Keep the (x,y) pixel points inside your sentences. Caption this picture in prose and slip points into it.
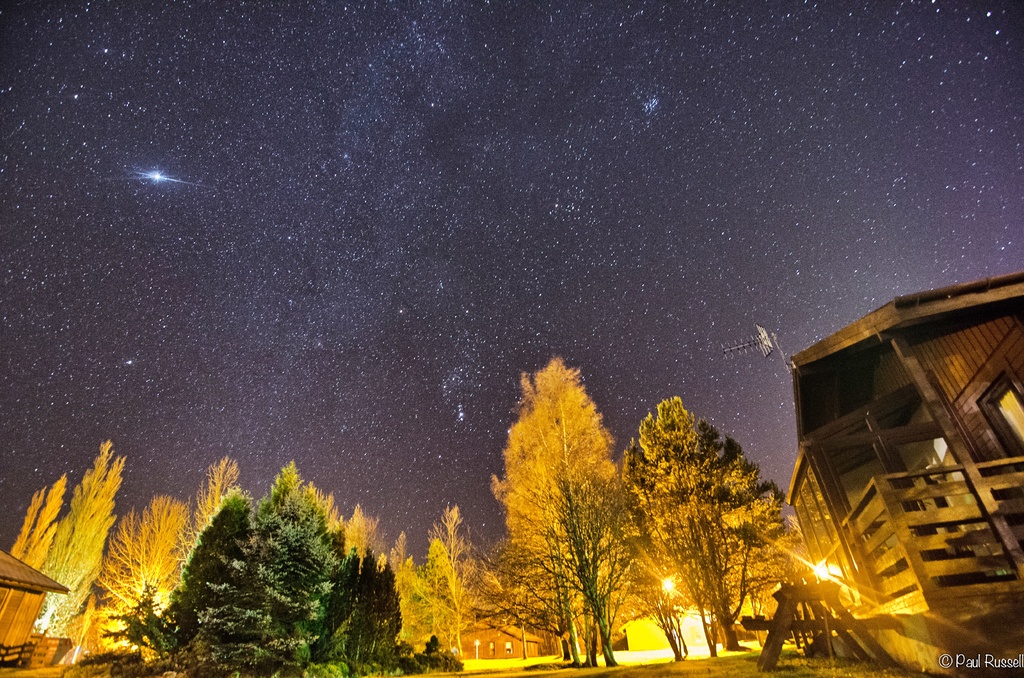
In this picture we can see trees (679,563), houses (1021,497), bench (862,624) on the ground (699,660), lights (822,572) and in the background (439,289) we can see sky (423,292).
